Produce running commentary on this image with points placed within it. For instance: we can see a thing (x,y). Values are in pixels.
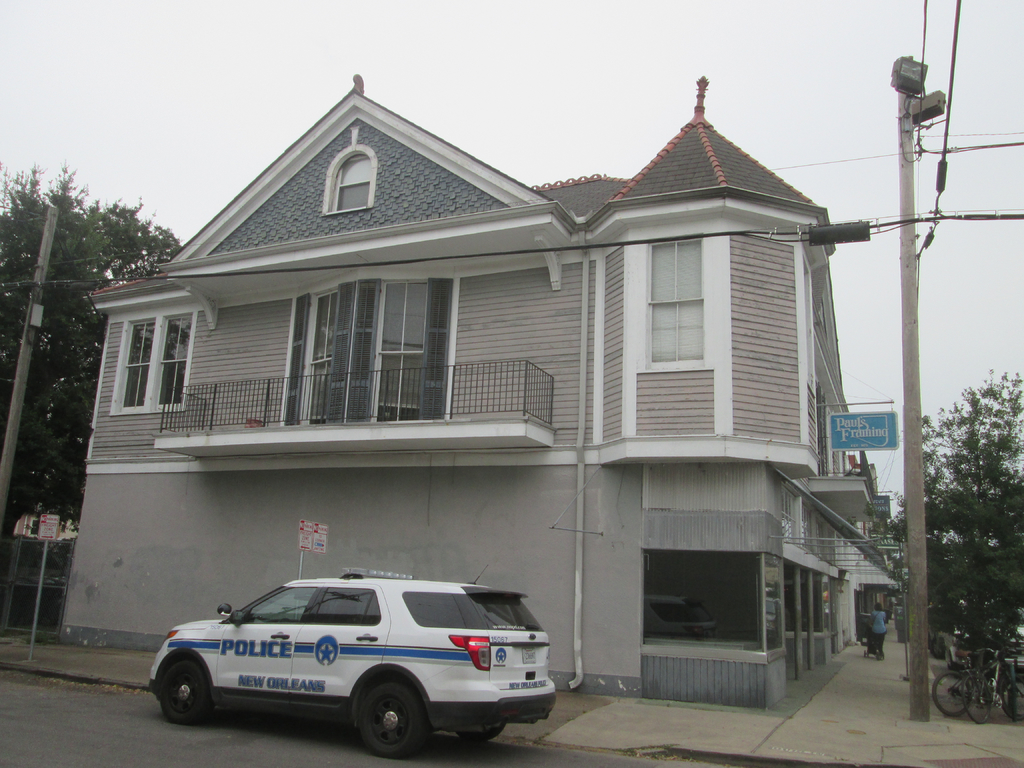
This image is clicked on the road (254,748). There is a car (384,649) parked on the road (129,748). There is text (261,657) on the car (252,654). Beside the road (435,738) there is a walkway (663,711). There are cycles (984,689) parked on the walkway (969,724). There are street light pole (919,680) and electric poles (26,377) on the walkway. Behind the walkway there are buildings (751,473). On the either sides of the image there are trees (996,462). At the top (469,73) there is the sky (377,55).
